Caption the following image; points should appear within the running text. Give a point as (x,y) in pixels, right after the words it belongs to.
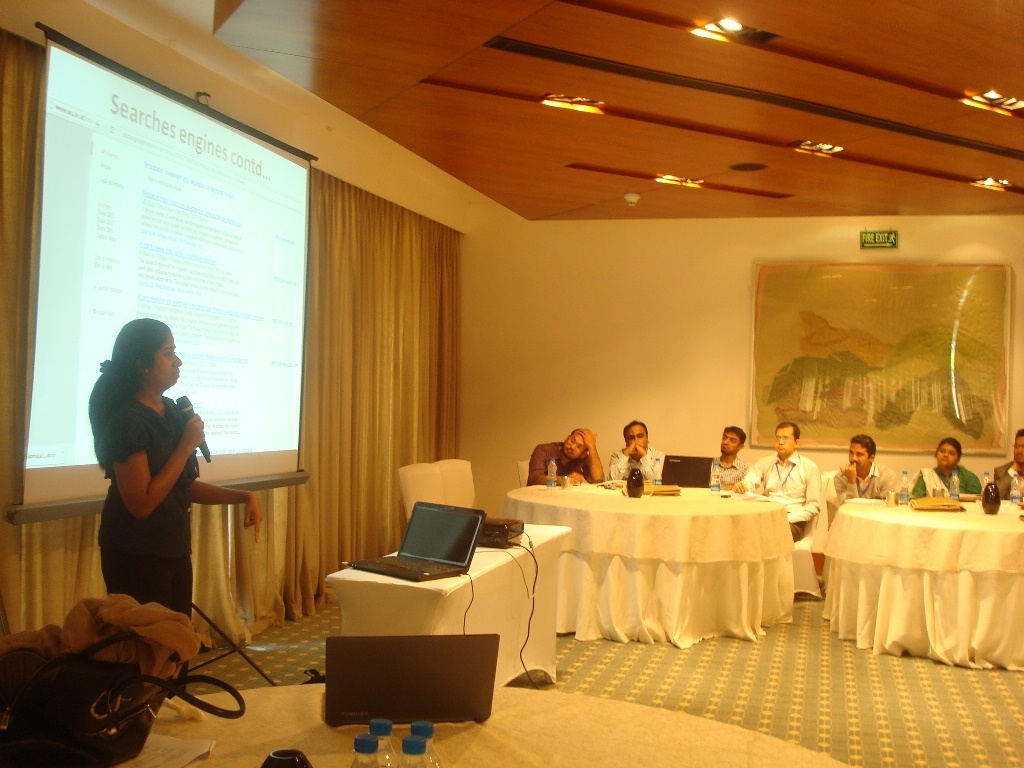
In this picture we can see a group of people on the ground (787,646), they are sitting on chairs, one woman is standing and holding a mic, here we can see tables (898,611), laptops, bag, clothes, bottles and some objects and in the background (675,284) we can see a wall (621,263), photo frame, sign board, roof (488,148), lights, projector screen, curtain (257,578).
